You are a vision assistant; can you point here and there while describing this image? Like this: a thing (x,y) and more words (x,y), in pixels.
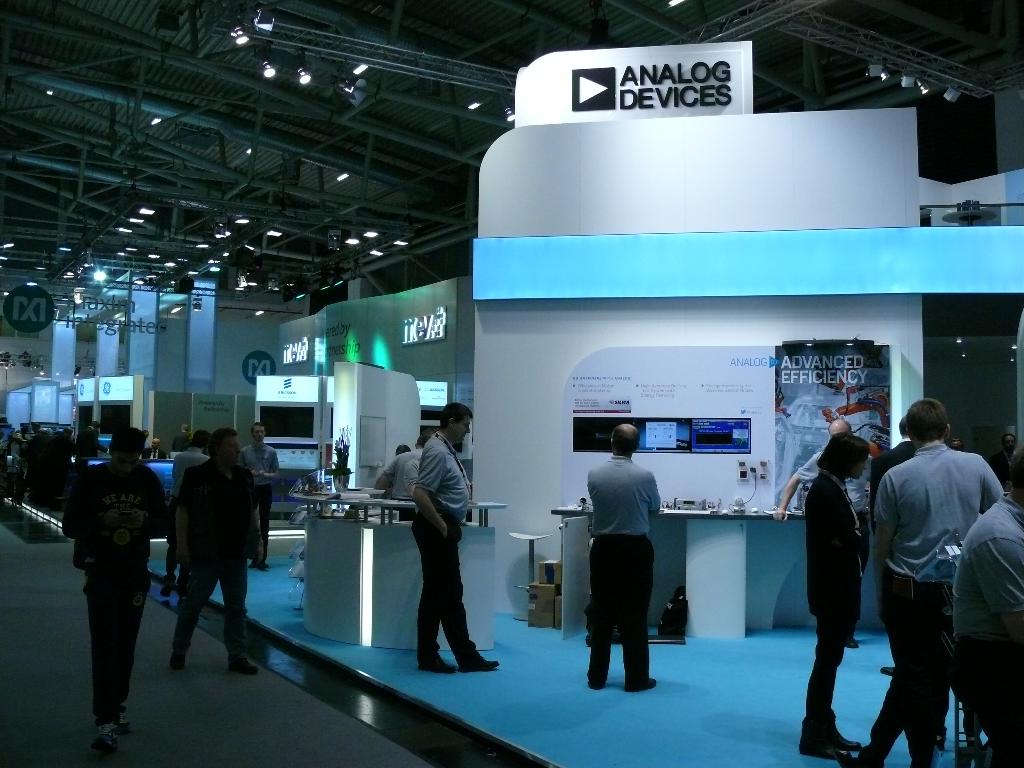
In this image, we can see people (598,660) on the floor (517,633) and in the background (804,391), there are some objects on the stand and we can see a poster (779,396) on the wall (640,398), with some text (650,387) and there are screens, boards (381,329) and we can see lights (100,278). At the top (844,62), there is a roof (808,48).
